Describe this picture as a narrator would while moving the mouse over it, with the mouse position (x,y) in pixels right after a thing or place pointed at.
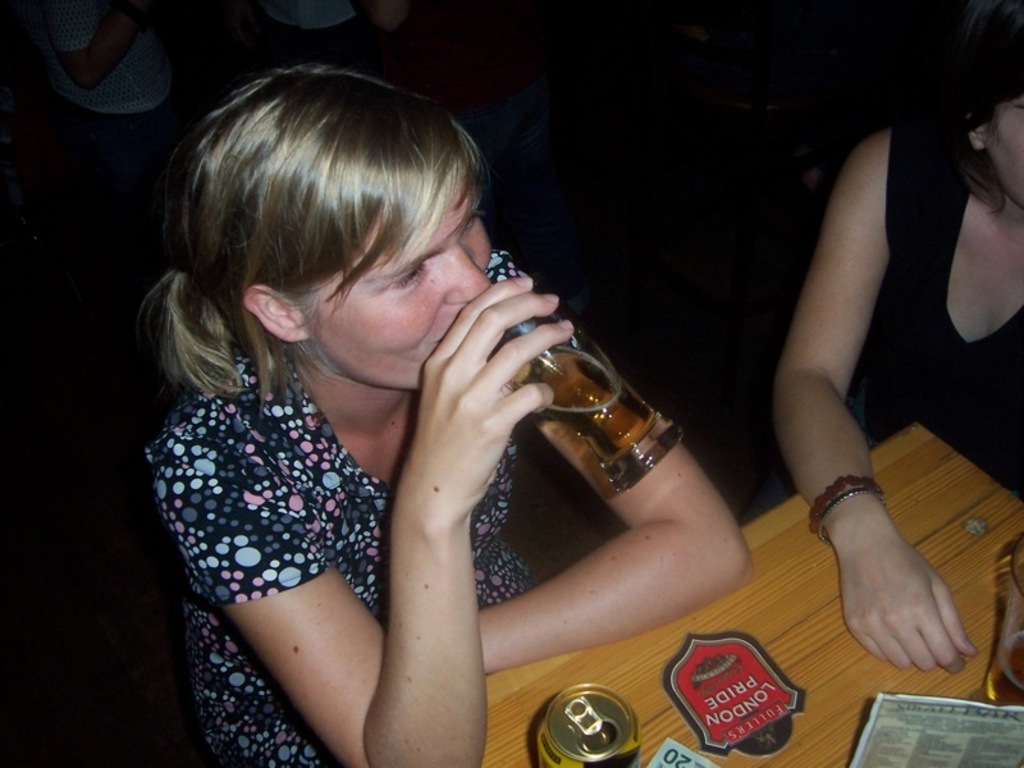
There is a table (816,629) in brown color, on that table (820,676) there is can (617,720), there is a glass (1011,651), a woman (429,578) sitting on the chair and drinking a beer (589,425), a woman (991,308) sitting beside and in the background (50,24) there are some peoples (359,40) standing.
